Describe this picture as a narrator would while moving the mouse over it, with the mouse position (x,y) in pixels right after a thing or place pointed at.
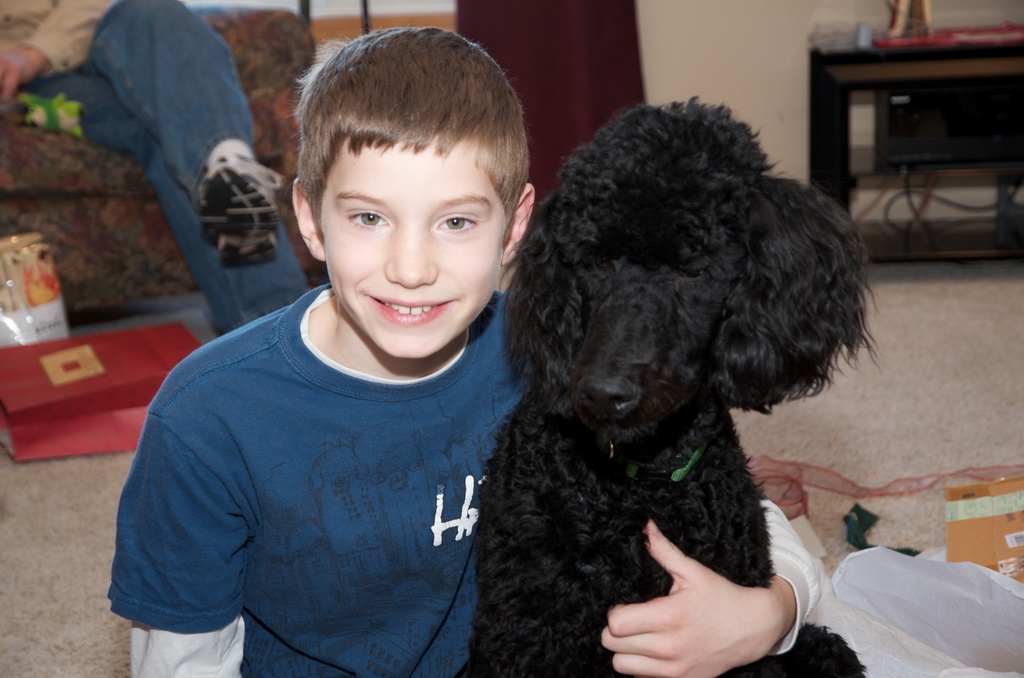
In this image i can see a boy (312,250) sitting on the floor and holding a dog (557,316) at the back ground (199,123) i can see a person (228,133) sitting on a couch (58,151), a wall (722,95) and a cup board (836,111).
